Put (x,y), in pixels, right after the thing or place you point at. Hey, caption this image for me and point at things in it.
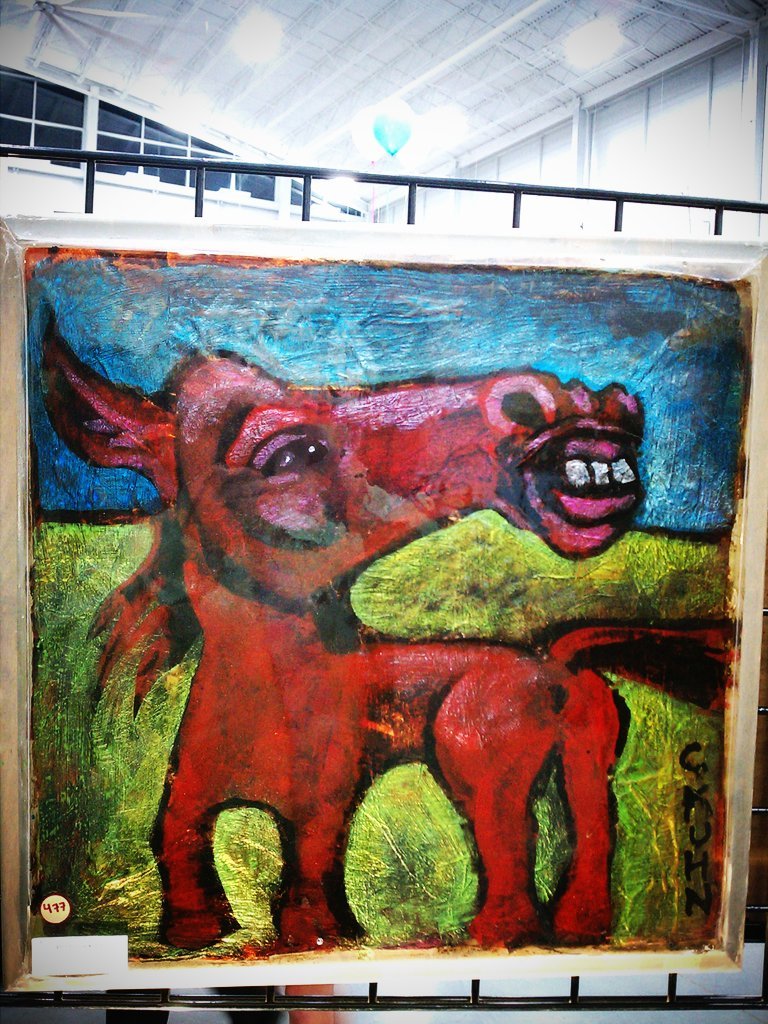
In this picture, we can see a painting (675,614) of an animal (461,438). In the background (29,180), there is a building (572,204). On top (315,14) there is a roof (373,62) with few lights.
